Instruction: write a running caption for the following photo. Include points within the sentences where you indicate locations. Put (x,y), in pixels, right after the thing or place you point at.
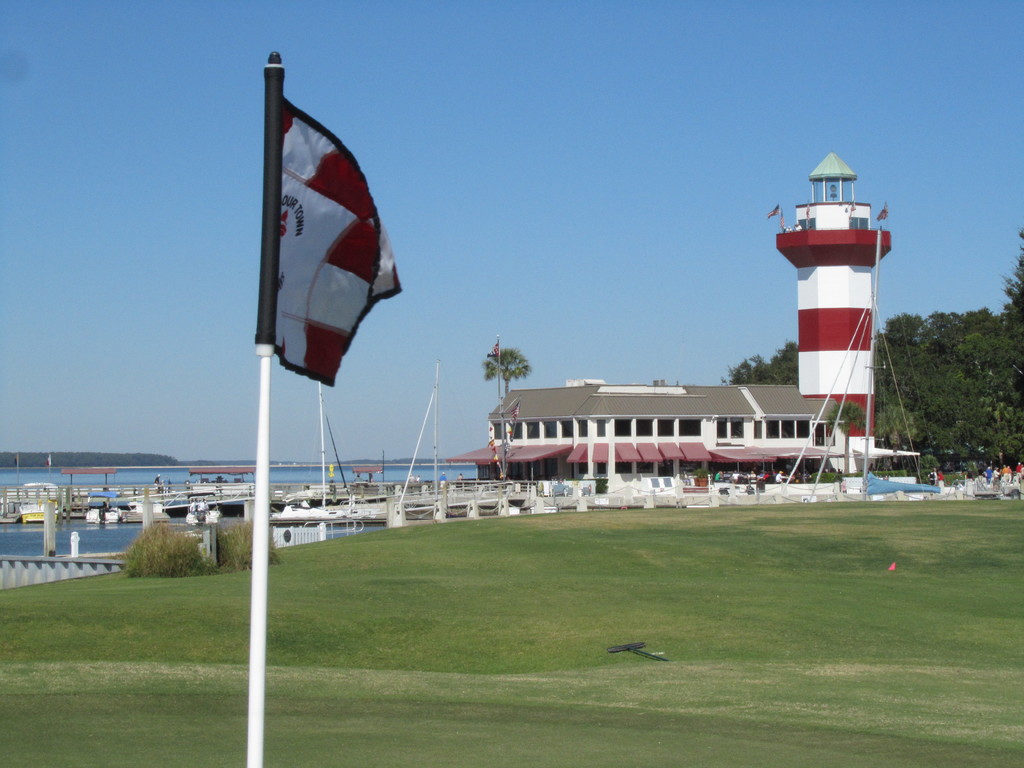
In this picture there is harbour town (562,406) in the image and there is a flag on the left side of the image (326,348) and there are trees (914,394) on the right side of the image (926,362).
